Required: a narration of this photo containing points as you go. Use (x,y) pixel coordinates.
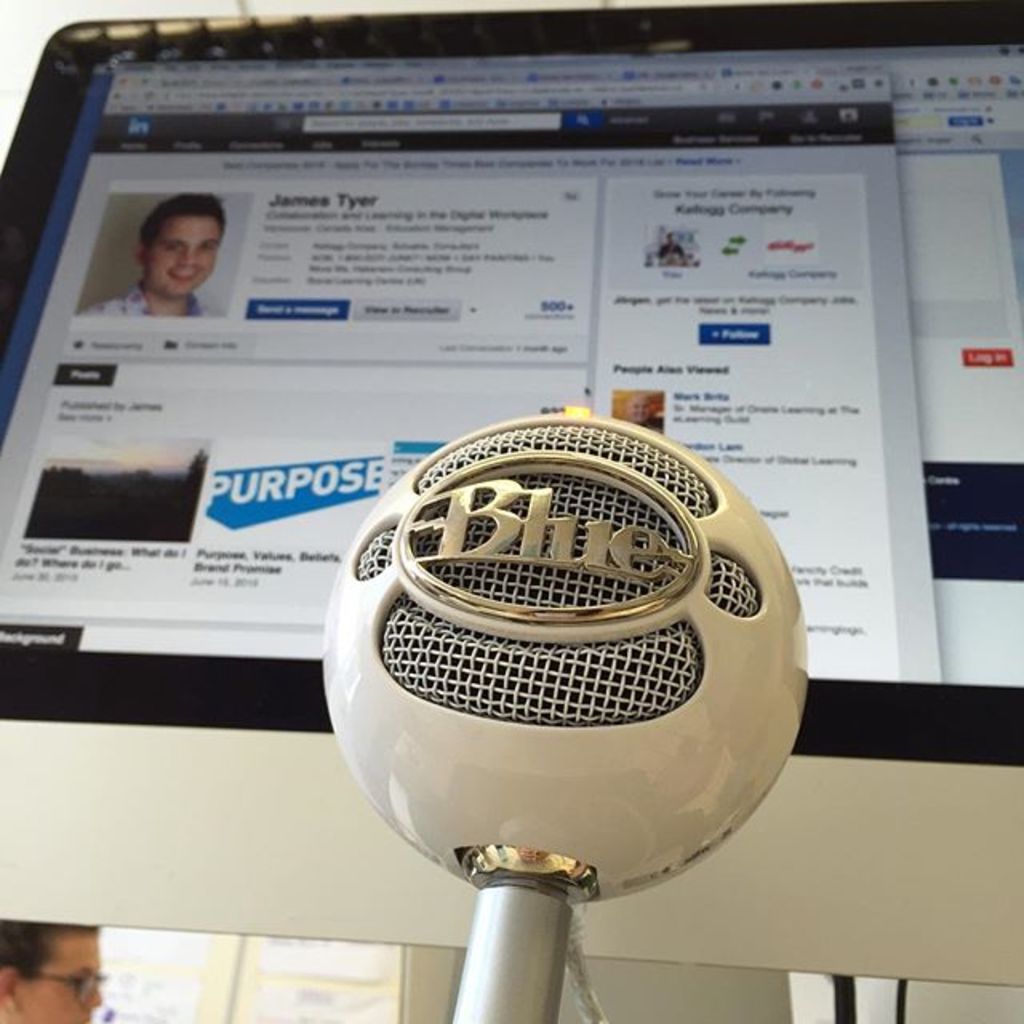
In this image I see white color thing (553,732) on which there is a word (565,545) over here and I see the screen (949,721) on which there are few tabs (600,375) opened and I see the pictures (143,292) over here and few words (449,249) written and I see a person (65,979) over here.
